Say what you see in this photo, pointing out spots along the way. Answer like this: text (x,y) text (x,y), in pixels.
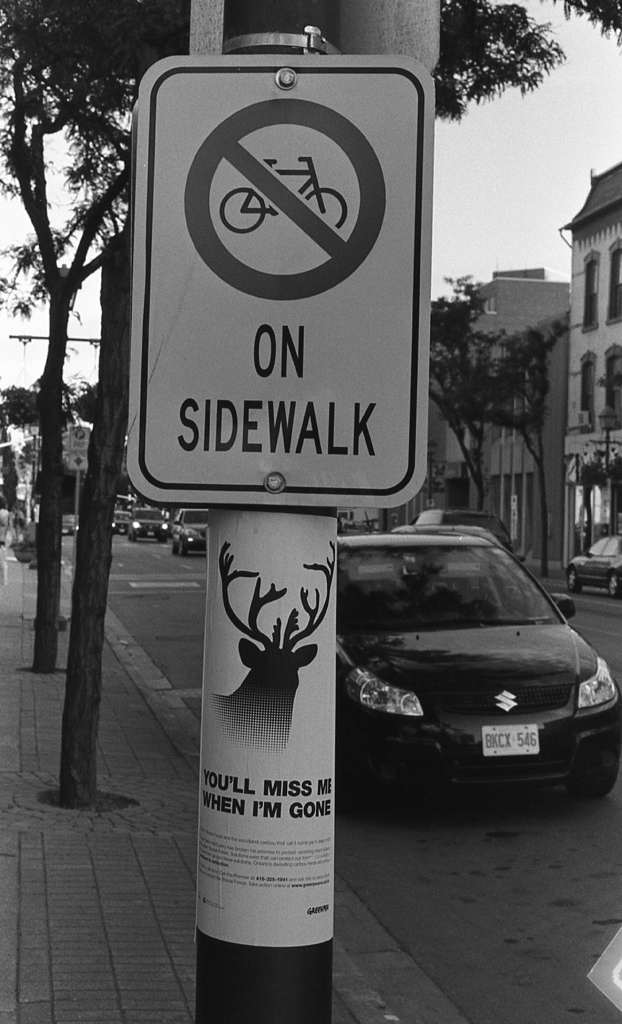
In the center of the image (374,355) there is a sign board (239,229). In the background of the image (462,421) there are buildings (574,350), trees (87,763). There is road (431,877) on which there are vehicles (387,586).
